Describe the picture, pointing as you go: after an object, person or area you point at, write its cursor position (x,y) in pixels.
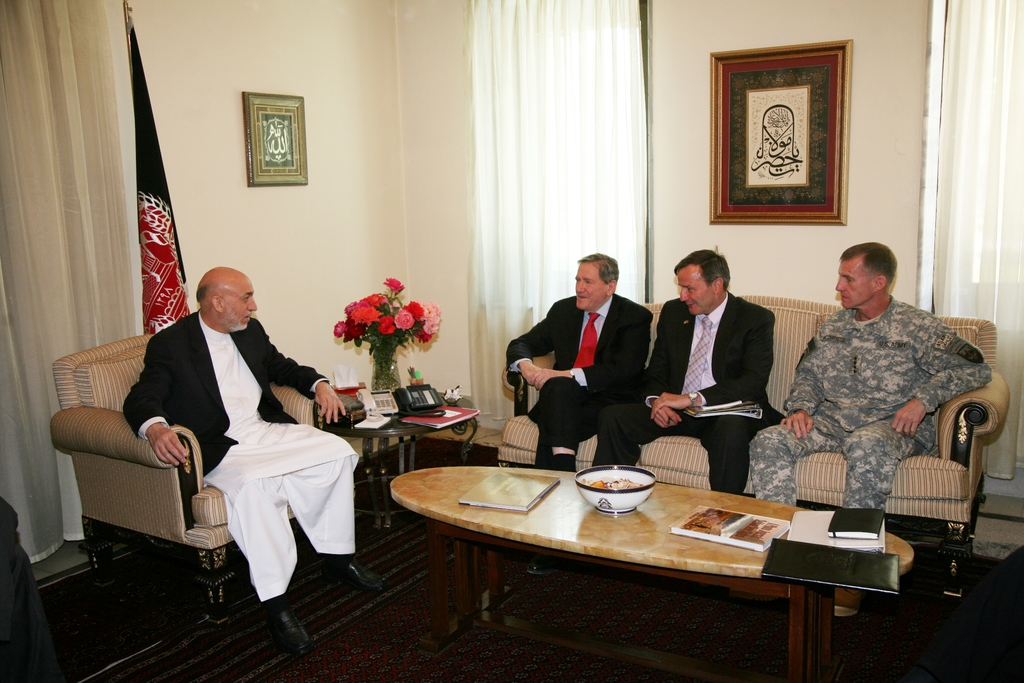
These 4 persons (621,437) are sitting on a couch (212,510). A pictures (802,178) on wall (315,143). Beside this man (242,424) there is a table (458,430), on this table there are telephones (390,393), book (439,424) and flowers (389,333) with vase (387,376). In-front of this person (694,398) there is a table (674,520), on this table (493,519) there are books (498,504) and bowl (627,503). Backside of this person (205,335) there is a flag (167,302). This is window (532,173) with curtain (523,158). A floor (318,639) with carpet (270,657).
